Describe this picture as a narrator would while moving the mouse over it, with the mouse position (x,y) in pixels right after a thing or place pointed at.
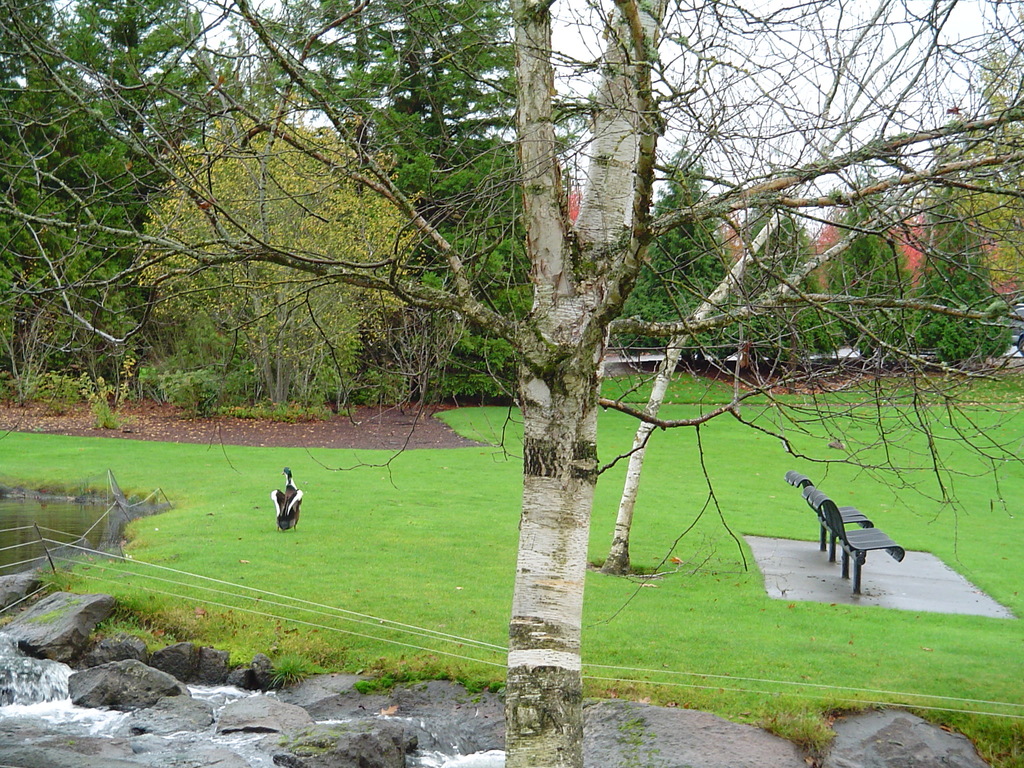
In this image I can see an open grass ground (954,464) and on it I can see a bird (288,480) and two benches (866,543). I can also see number of trees (768,243), the sky (967,5) in the background (297,35) and on the left side (130,503) I can see wires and water (69,506).
